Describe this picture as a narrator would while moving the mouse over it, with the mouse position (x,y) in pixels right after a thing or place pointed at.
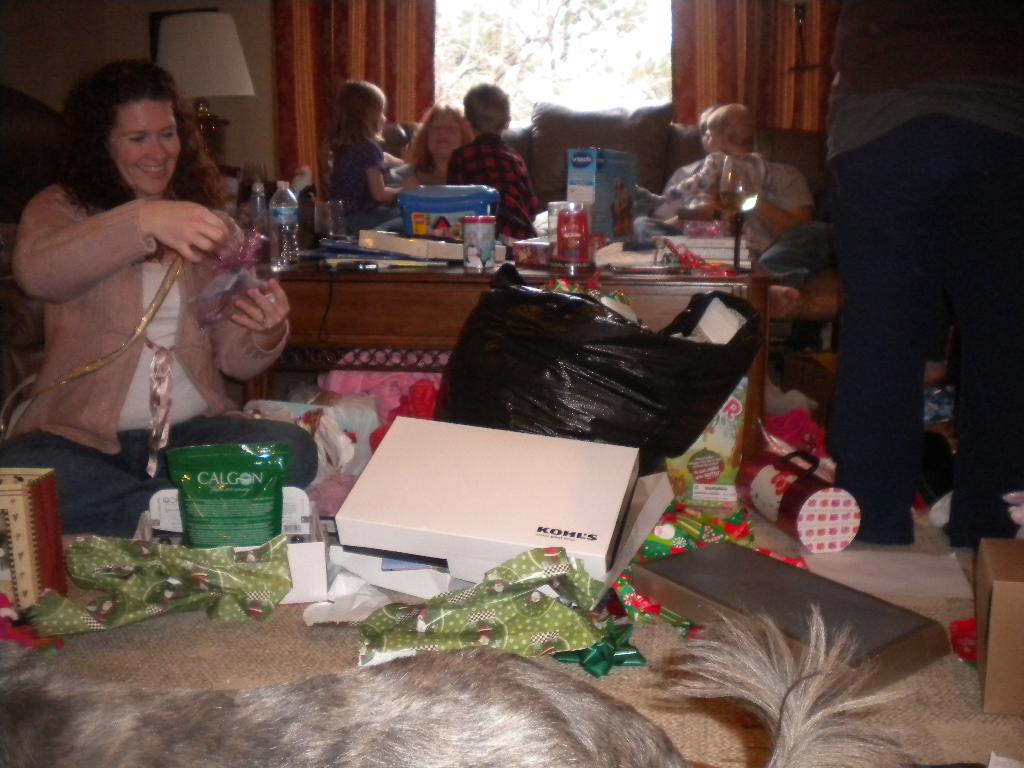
In this room (600,166) there are few people (351,143) sitting. Here there is a table (445,273) on which water bottles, cups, books (428,243) are there. Here we can see some boxes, paper wraps (494,612) beside a dog (319,710).
